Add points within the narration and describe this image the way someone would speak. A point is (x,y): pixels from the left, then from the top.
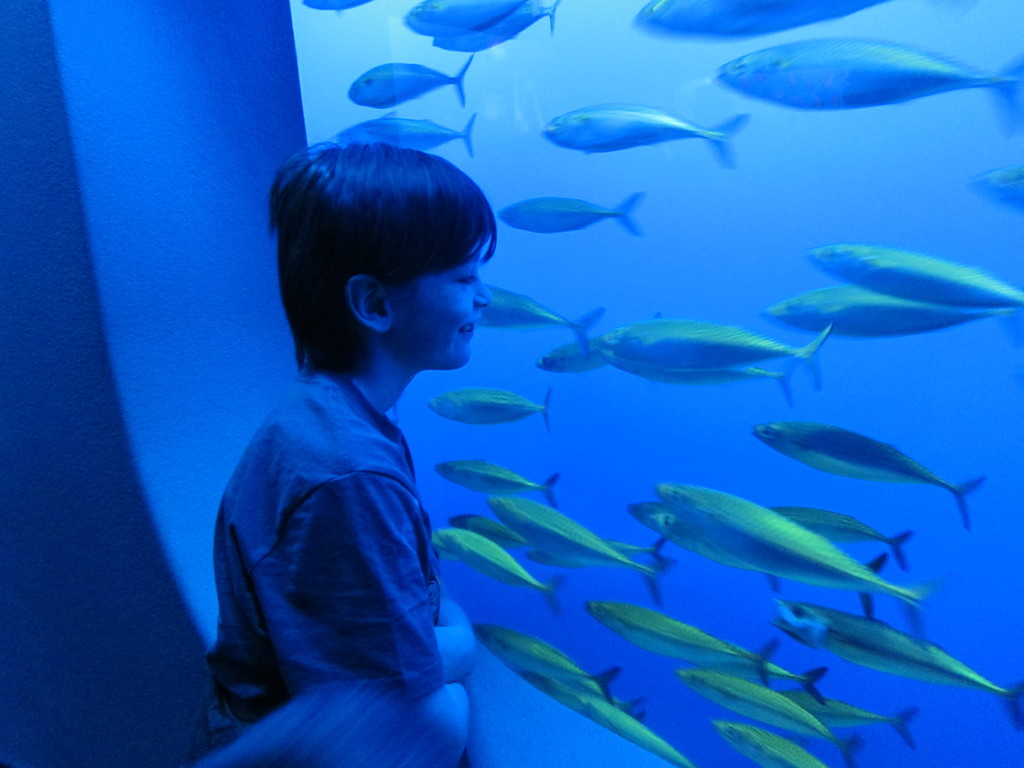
On the left side (330,346), there is a boy (404,464) standing in front of an aquarium (857,374). In the aquarium (840,272), there are fish (840,272). And the background (939,219) is blue in color.
